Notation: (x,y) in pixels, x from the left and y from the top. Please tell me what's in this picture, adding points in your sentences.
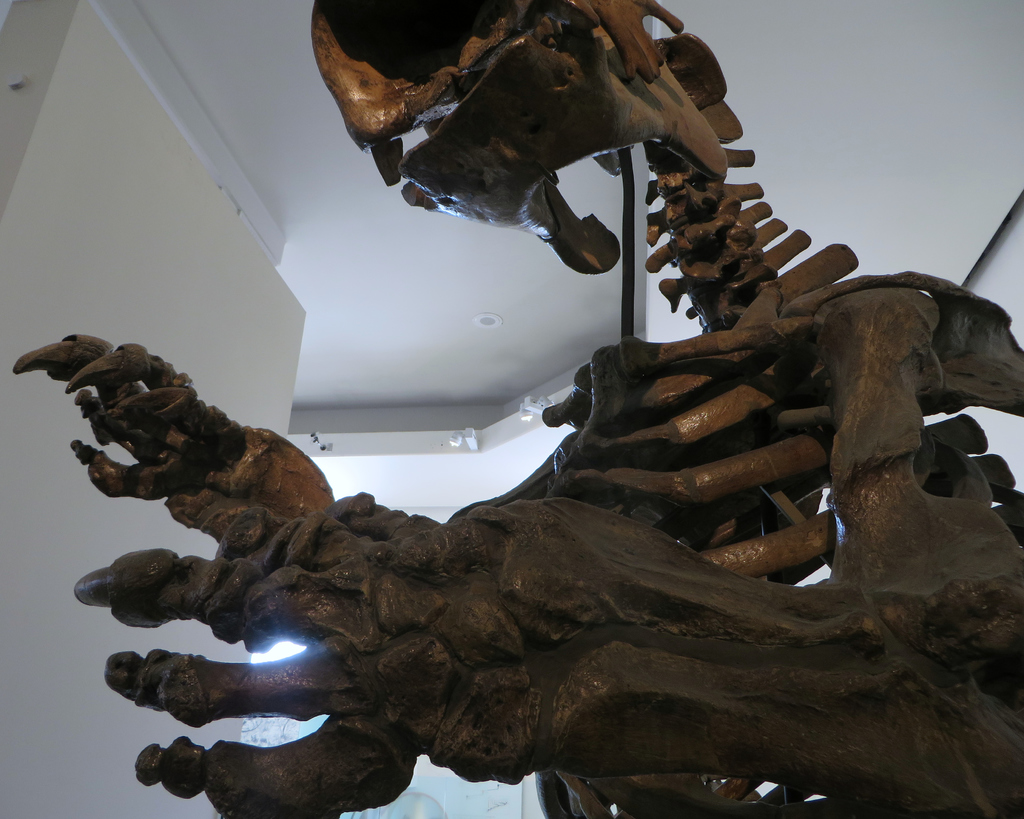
This is a skeleton of giant sloth (705,583), this is wall (117,296).
